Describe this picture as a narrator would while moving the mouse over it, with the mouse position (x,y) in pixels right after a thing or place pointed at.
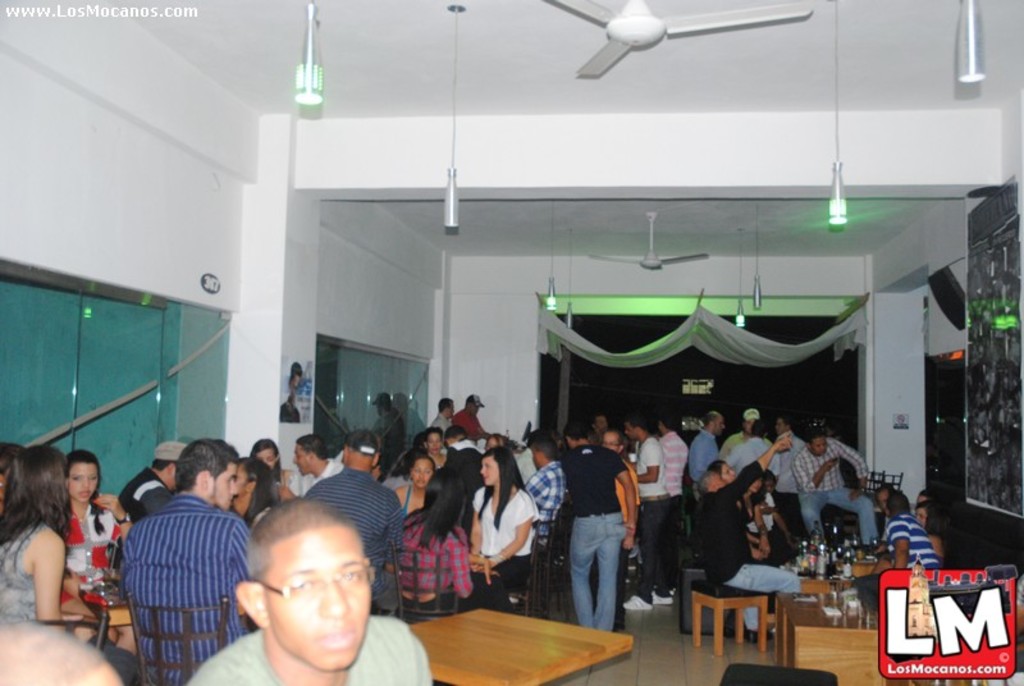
At the top (519,106) we can see ceiling (750,65) and decorated lights (839,179) and fans (600,58) and the background (731,338) is decorated with white cloth (719,344). This is a wall (322,246). We can see all the persons (322,508) sitting and standing in front of a table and on the table (839,577) we can see bottles (839,564).
